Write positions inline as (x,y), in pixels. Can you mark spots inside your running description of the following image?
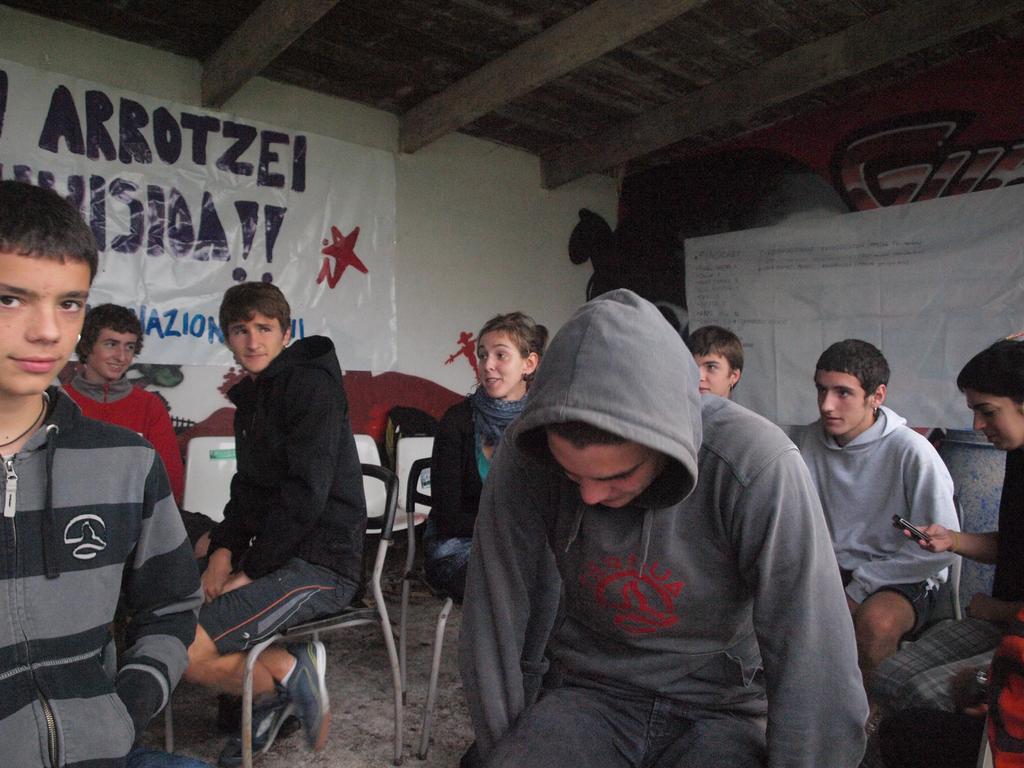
In this image there are people (556,546) sitting on the chairs (378,514). In the background (395,296) there are boards (117,141) and a wall (554,286).
